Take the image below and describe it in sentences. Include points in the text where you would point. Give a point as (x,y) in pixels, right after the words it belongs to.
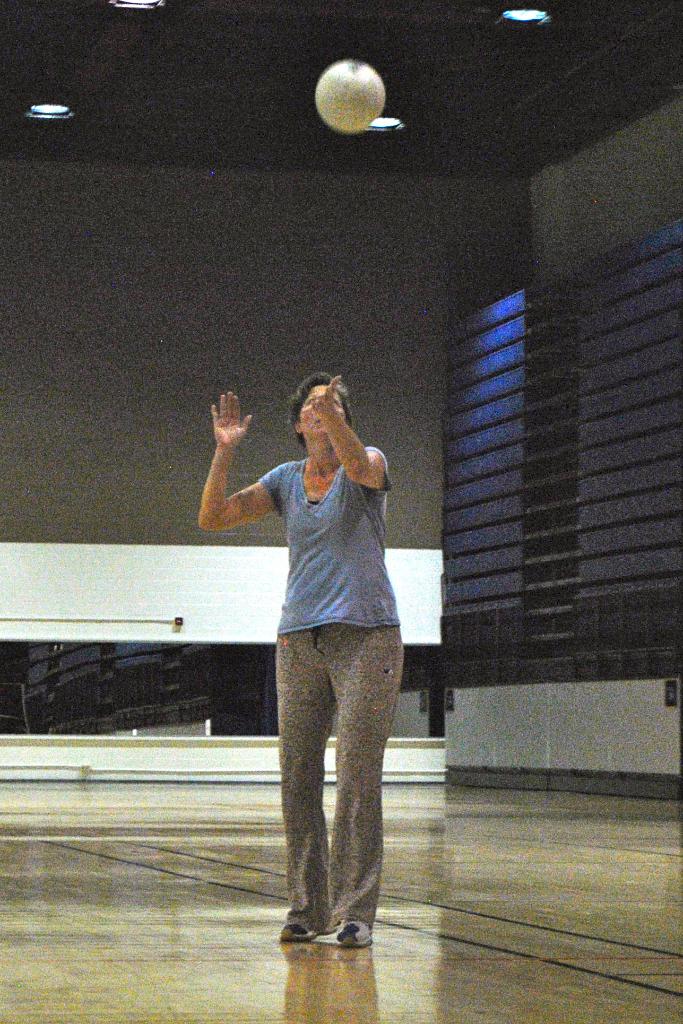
In this picture there is a person (368,837) standing on the floor (408,846) and we can see ball (364,77) in the air. In the background of the image (398,325) we can see wall (59,389). At the top of the image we can see lights (128,1).
